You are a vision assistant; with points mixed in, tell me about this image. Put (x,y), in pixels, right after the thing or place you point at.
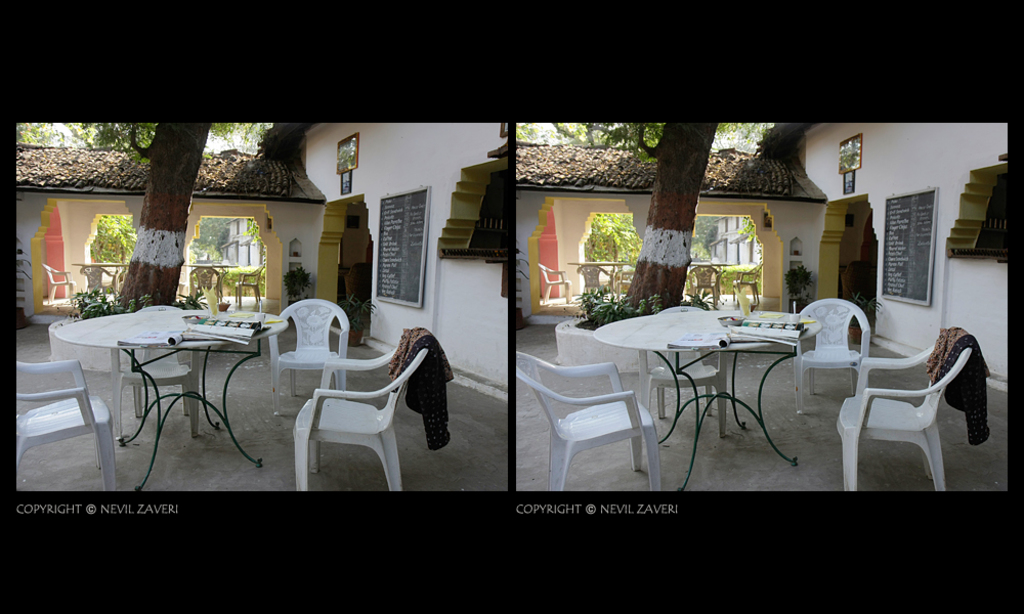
In this image we can see a collage of two pictures. In which we can see a group of chairs (347,400) and tables (244,457) placed on the ground (470,422), we can also see some objects (247,327) placed on the table (633,348). On the right side of the image (913,273) we can see a board (907,261) with some text (907,247) and a photo frame (856,157) on the wall (870,141). On the left side of the image (172,183) we can see a building (223,195) with a roof (261,193) and a group of trees (179,130) and plants (124,254). At the bottom of the image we can see some text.
